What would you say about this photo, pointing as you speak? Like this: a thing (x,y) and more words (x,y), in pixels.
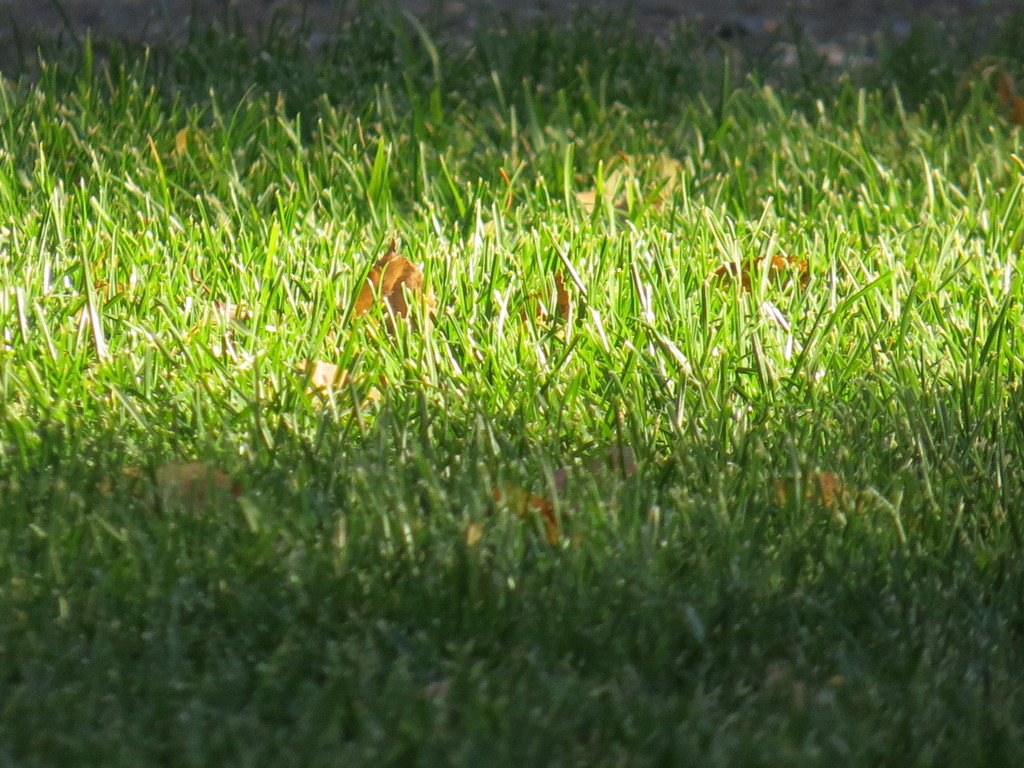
In this picture we can see there is a grass path (389,381) and on the path (301,369) there are some dry leaves (413,273).
